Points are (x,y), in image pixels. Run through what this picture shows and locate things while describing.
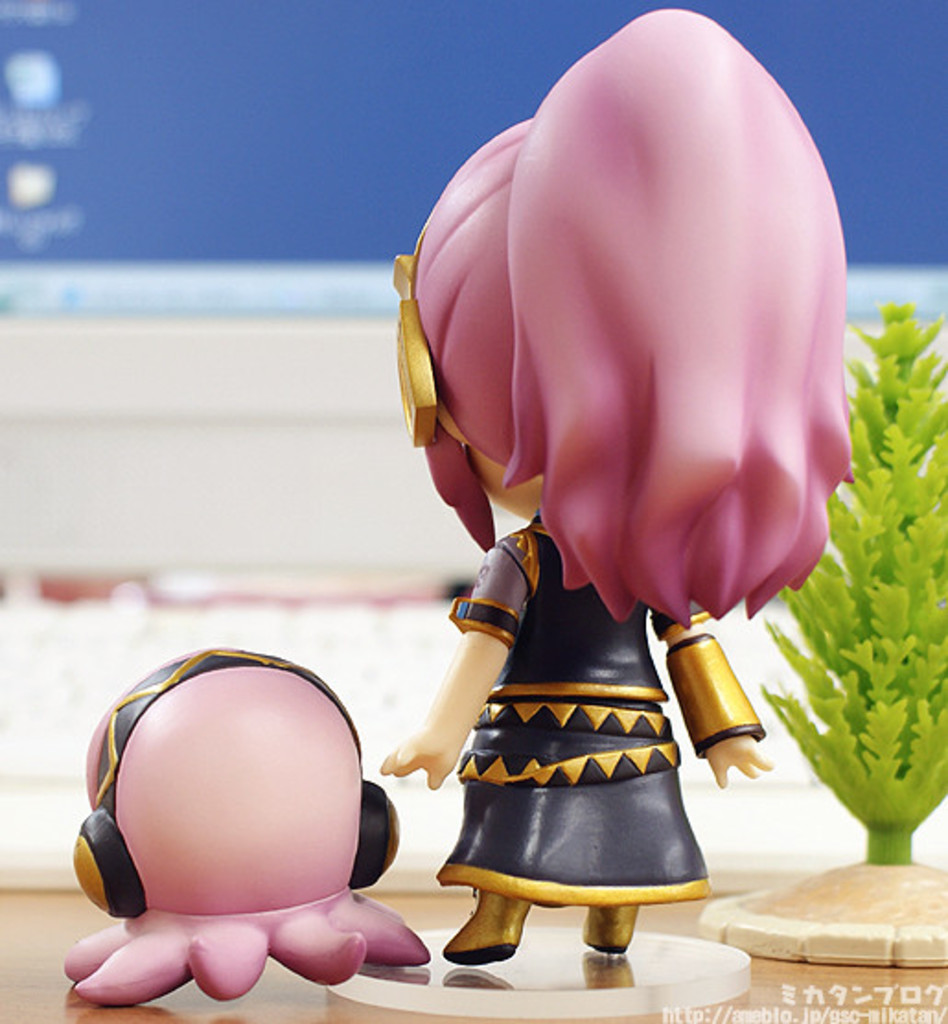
On the table (673,930) we can see plastic doll (555,703), octopus (347,842) who is wearing headphones (362,780) and green color plant (923,608). On the bottom right corner (694,1022) there is a watermark (681,1023). In the background (193,439) we can see computer screen (287,310) and keyboard (398,632).
